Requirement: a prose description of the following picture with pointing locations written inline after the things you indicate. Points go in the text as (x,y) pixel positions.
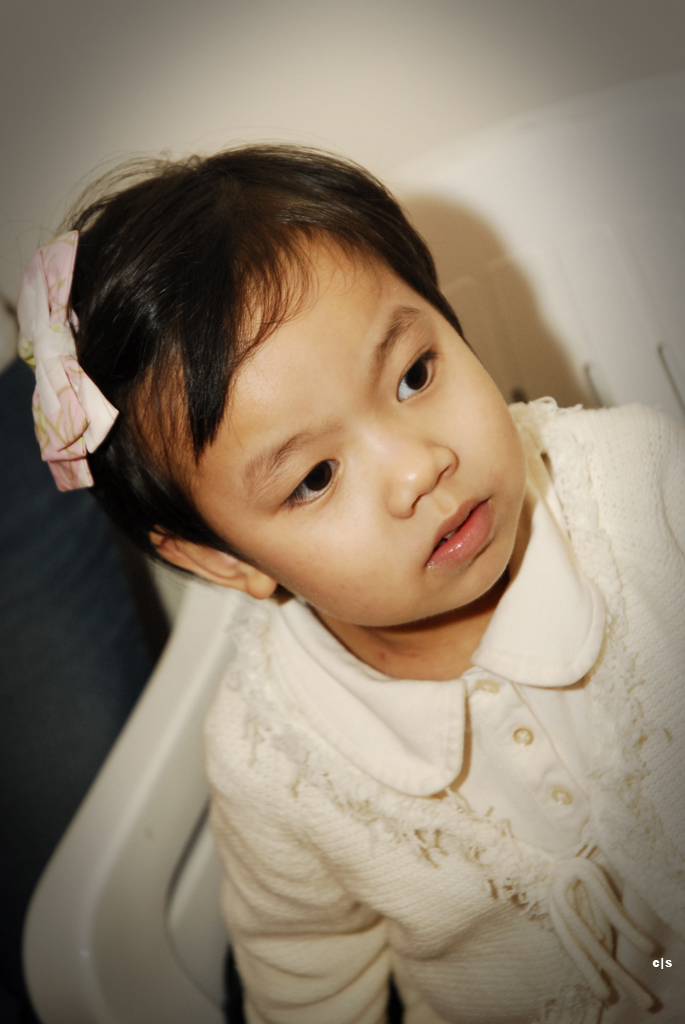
In this picture, we see the girl (397,638) in the white dress (407,795) is sitting on the white chair (173,784). Behind her, we see a white wall (364,118). On the left side (28,614), it is black in color.
